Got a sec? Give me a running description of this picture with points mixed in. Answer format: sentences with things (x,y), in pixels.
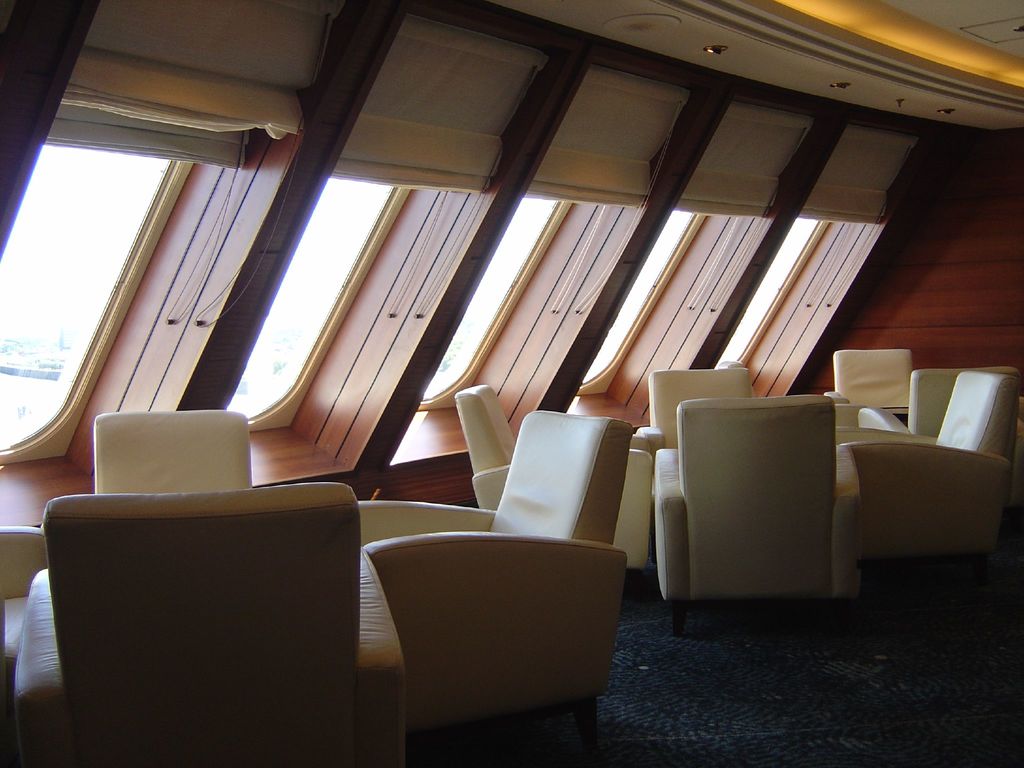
In this image there are empty sofas (584,537) and there are windows (512,282).
